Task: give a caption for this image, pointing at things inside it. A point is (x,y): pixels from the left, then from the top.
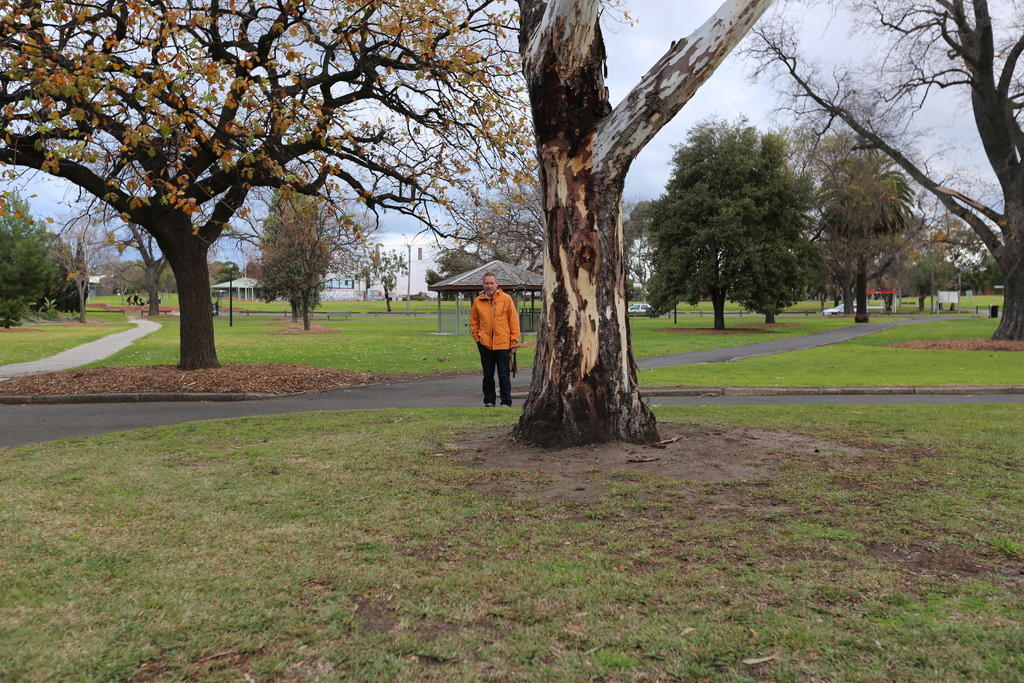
In this image, we can see some trees (535,218) and grass (353,439). There is a person (491,334) in the middle of the image (508,321) wearing clothes (495,298) and standing in front of a shelter (458,278).
